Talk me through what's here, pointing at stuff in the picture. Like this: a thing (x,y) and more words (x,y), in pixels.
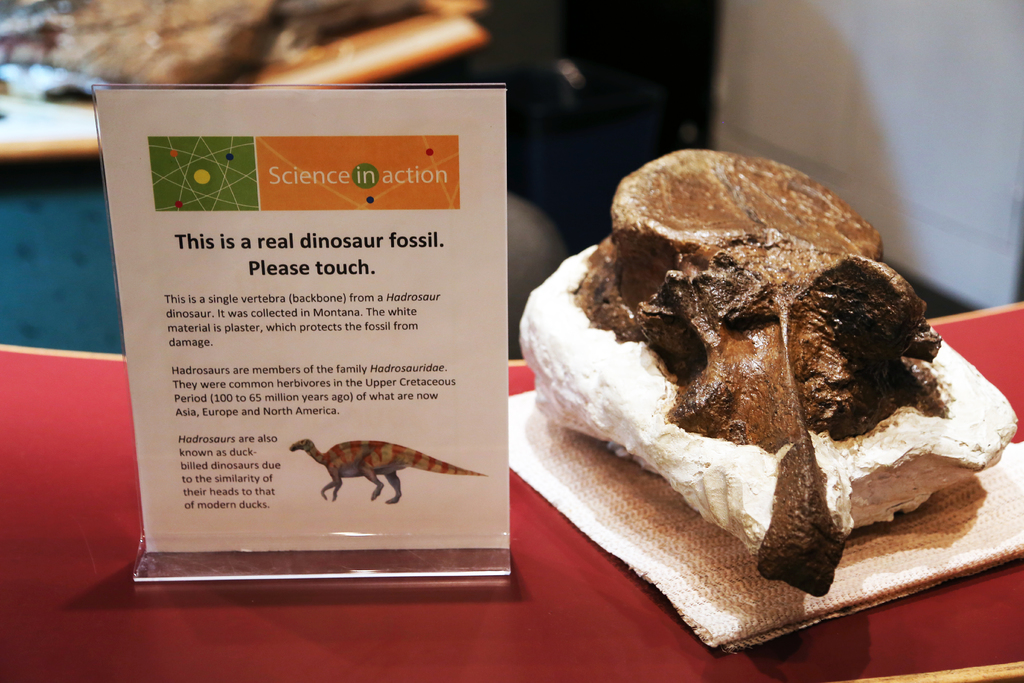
Here I can see a tag (395,331), cloth (597,446) and an object (632,447) on a red surface (433,621). At the top (802,103) there is a cupboard (895,115). The background (229,47) is blurred. On this tag (233,321) there is some text (314,380).
